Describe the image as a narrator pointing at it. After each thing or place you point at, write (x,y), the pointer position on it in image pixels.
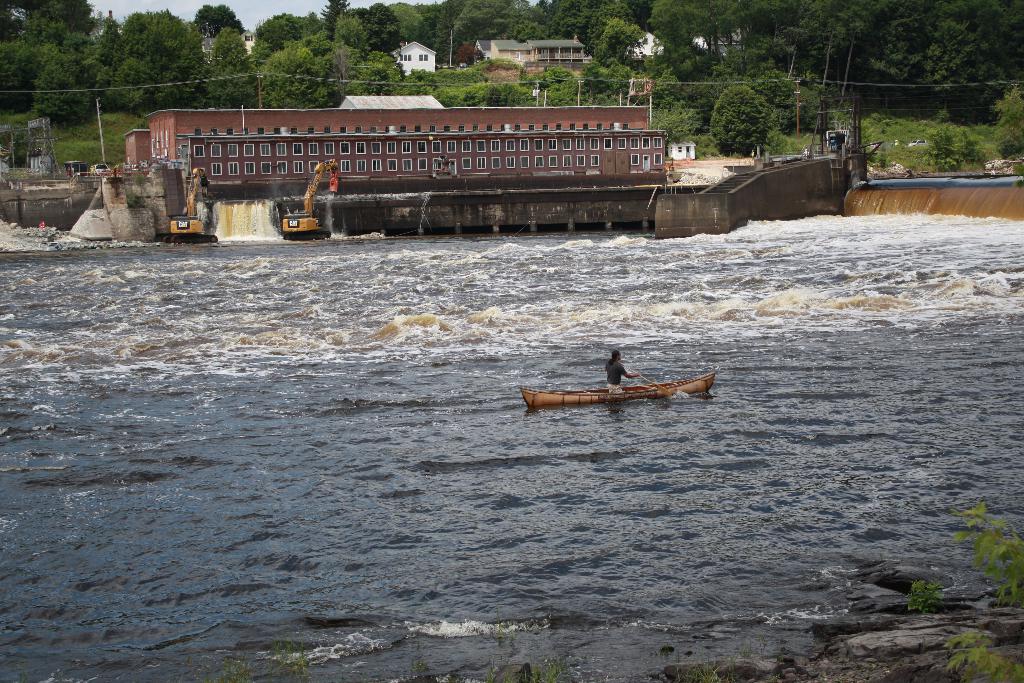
This picture shows the buildings (425,67) and we see trees (598,44) and couple of cranes (332,184) and we see a boat (634,390) in the water (644,411) and a man (620,372) in the boat (697,391) and we see a cloudy sky (264,12).
